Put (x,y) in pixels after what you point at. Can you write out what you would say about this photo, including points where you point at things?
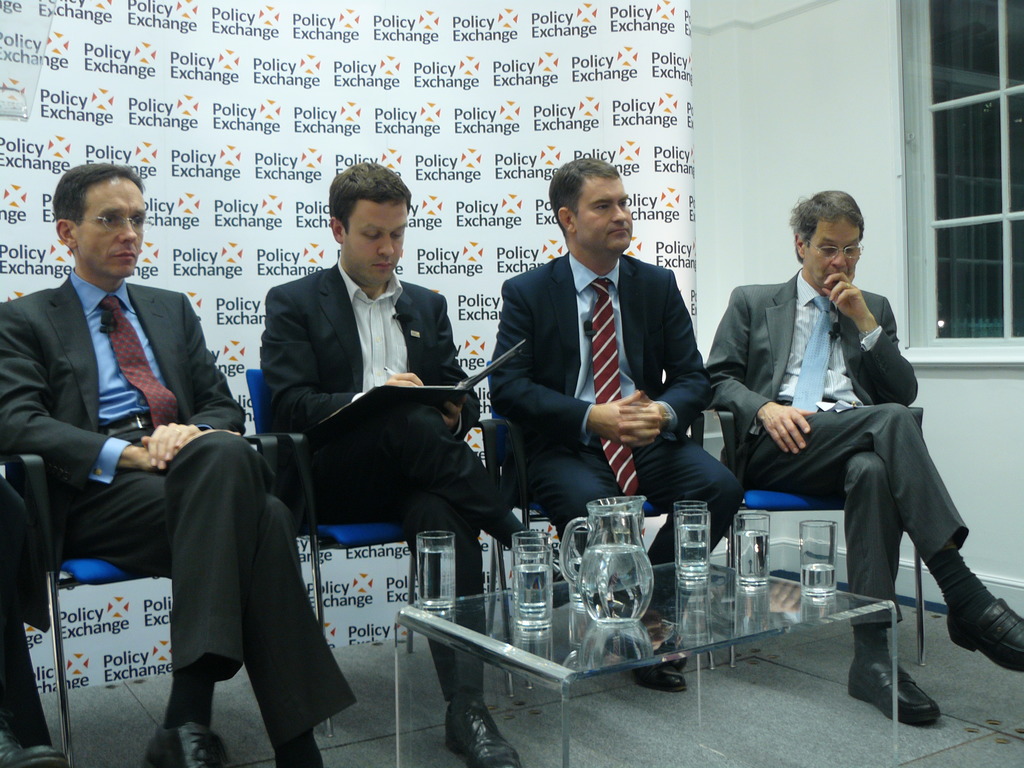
In this picture I can see a table (461,642) in front (602,591) on which there are glasses (685,563) and a jar (644,564) and I see 4 men (507,525) who are sitting on chairs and in the background (728,77) I see the wall (754,205) on the right side (987,551) and I see a window (952,155) and I see something is written behind them.
